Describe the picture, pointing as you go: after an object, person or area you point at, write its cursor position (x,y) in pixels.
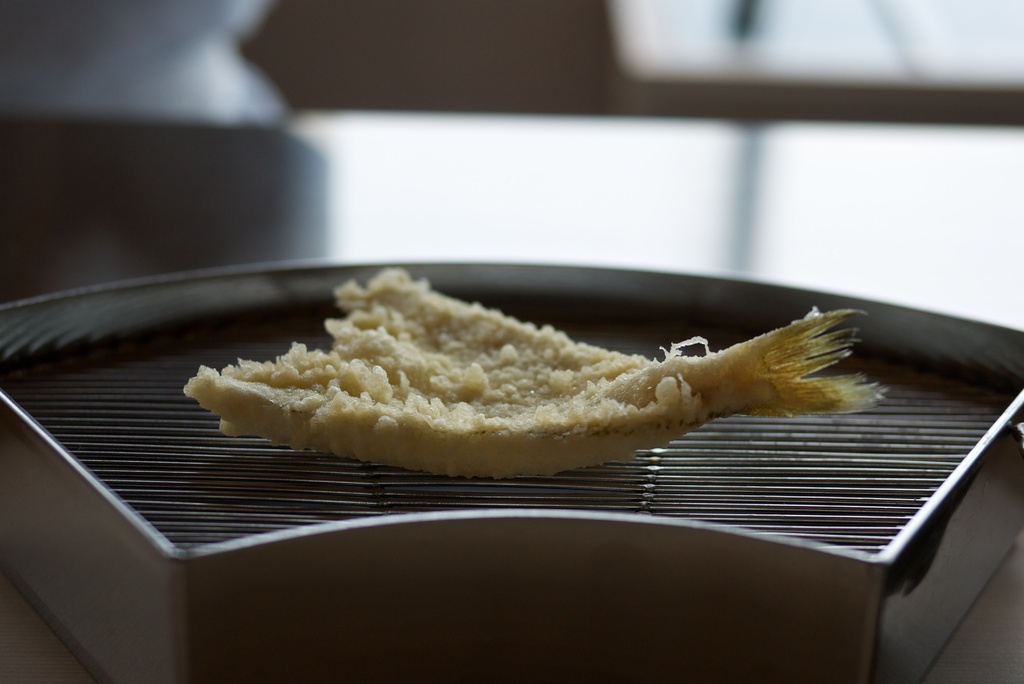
In the center of the image (413,338) we can see a food (571,340) on the grill (373,528). At the top (573,114), the image is blurred.
